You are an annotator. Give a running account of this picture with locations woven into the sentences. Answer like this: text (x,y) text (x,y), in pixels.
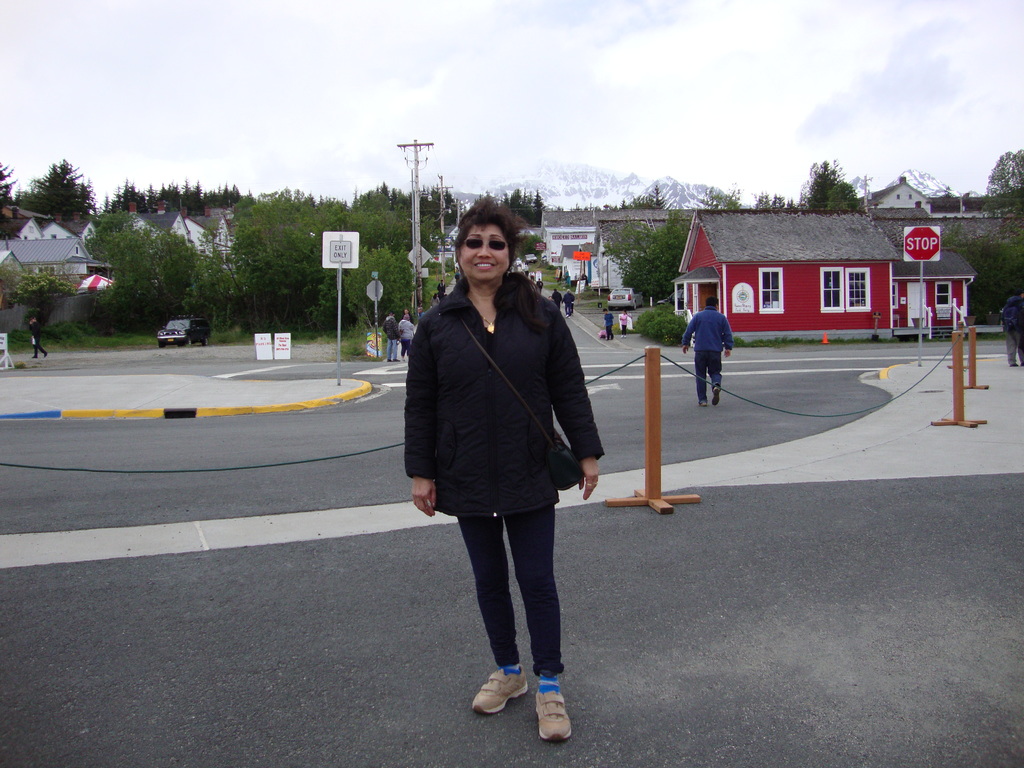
In this image I can see some people (559,413) on the road (618,633). I can see the boards (358,257) with some text (340,247) written on it. I can see the vehicles (200,340). On the left (182,265) and right side (721,221), I can see the trees (319,268) and the houses (771,217). In the background (571,210), I can see the hills (654,192) and the clouds (543,74) in the sky (369,64).
